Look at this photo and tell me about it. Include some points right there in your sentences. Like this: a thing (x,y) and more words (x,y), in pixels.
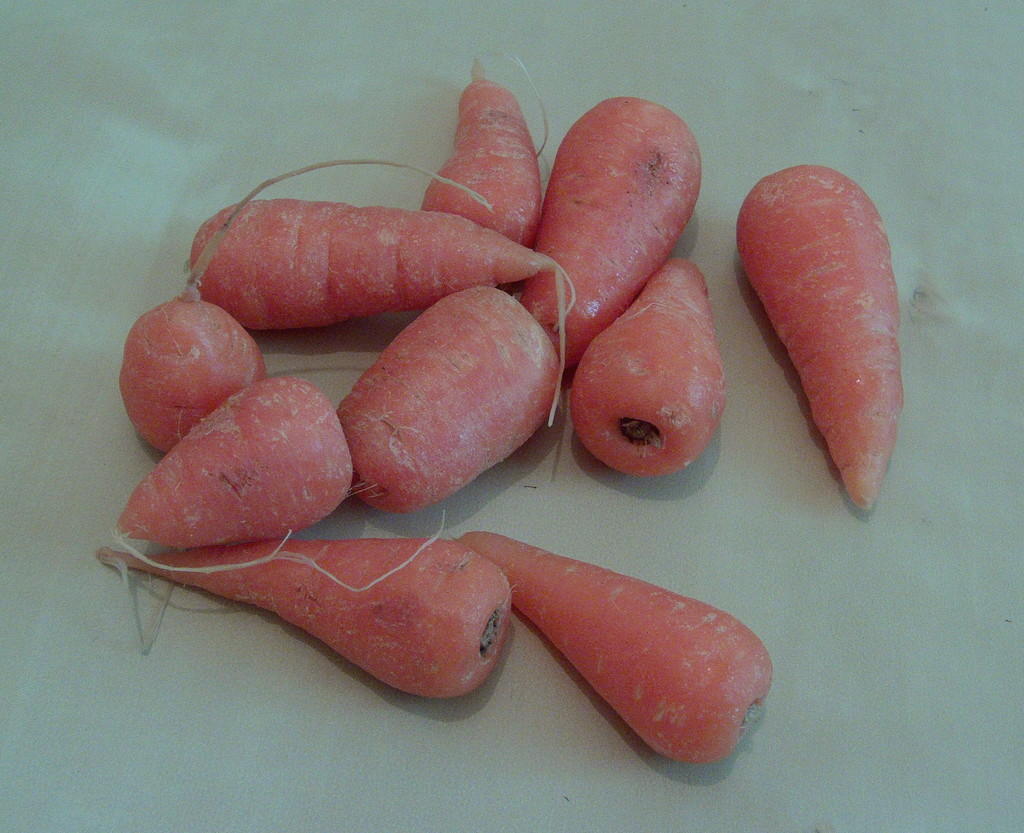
In the center of the image (517,370) a carrots (444,404) are present.
